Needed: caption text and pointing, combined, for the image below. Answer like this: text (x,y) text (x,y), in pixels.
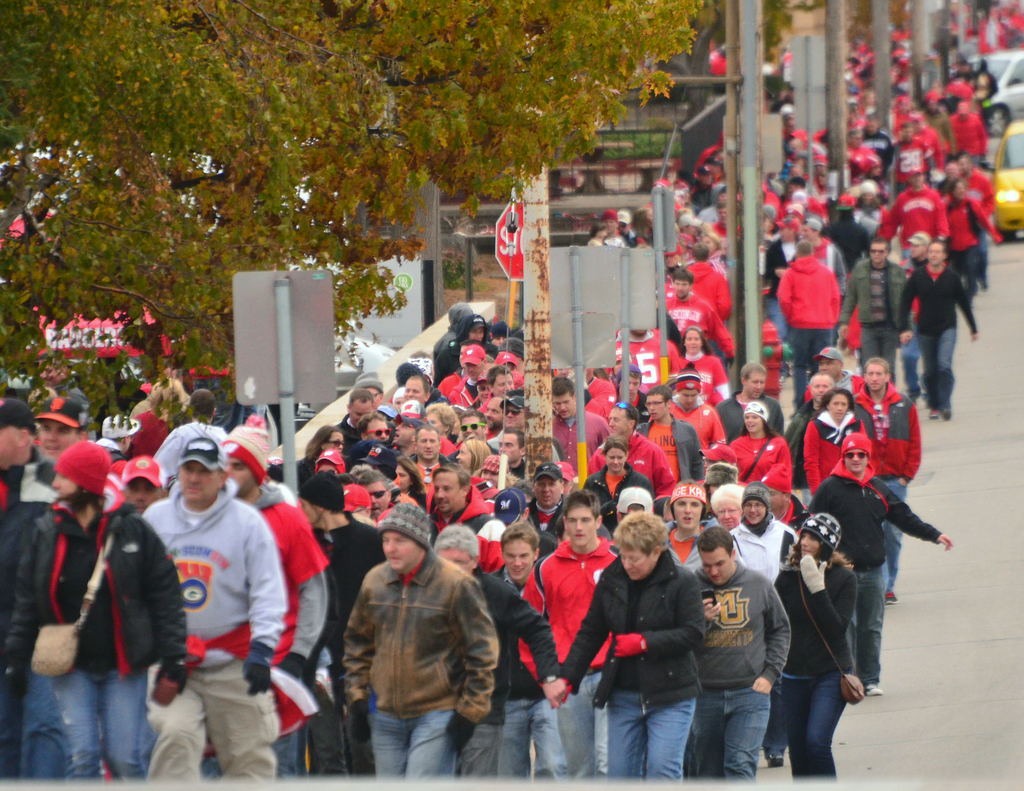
In this image we can see people (655,644) walking on the road (926,763). There are poles (883,90), trees (508,157). To the right side of the image (991,107) there are cars (1010,160). At the bottom of the image (921,750) there is road (914,773).
